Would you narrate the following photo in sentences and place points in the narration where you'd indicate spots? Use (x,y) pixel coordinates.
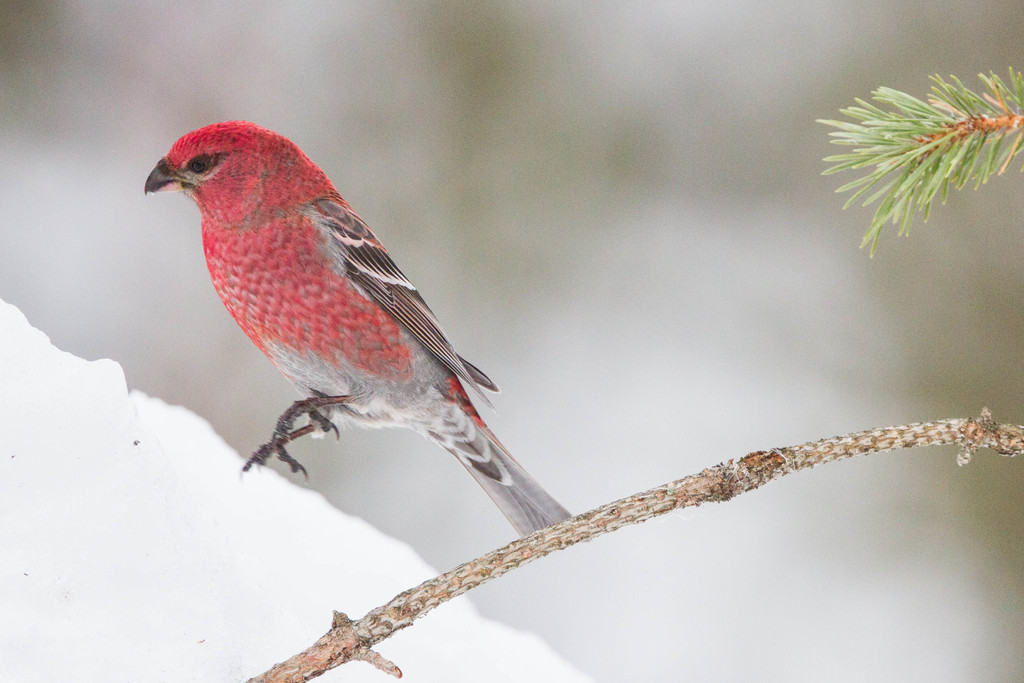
In this image there is a bird (330,329) on the snow (364,587), there is a branch (381,608) of a tree (371,621).
